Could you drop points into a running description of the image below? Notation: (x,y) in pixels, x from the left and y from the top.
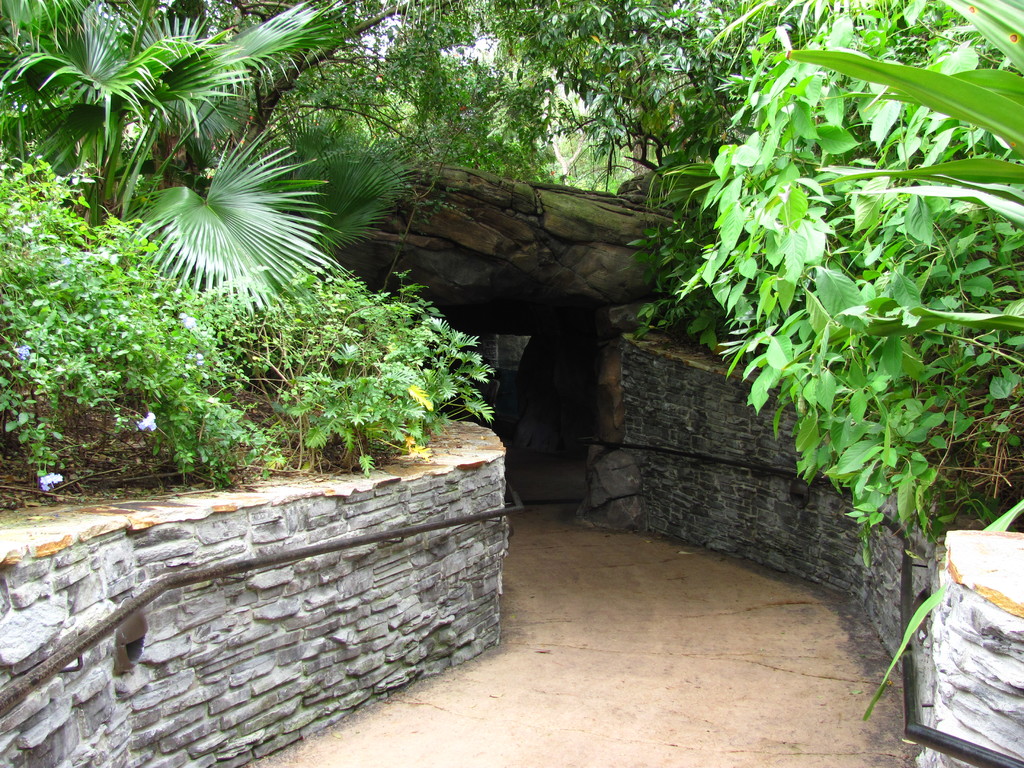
In this image there is a path (542,656). Both sides of the path (538,640) there is wall (383,601) having a rock (472,234) on it. Background (497,111) there are plants (280,198) and tree (459,115).
